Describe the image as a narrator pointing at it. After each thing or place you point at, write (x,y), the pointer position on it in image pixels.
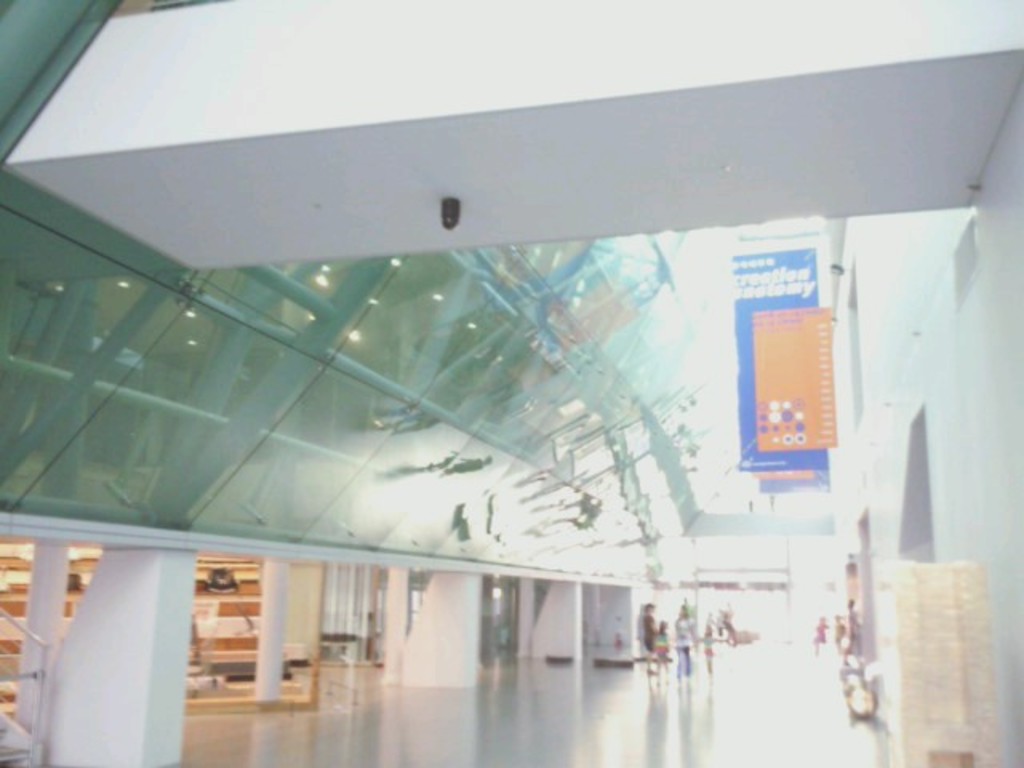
This picture shows the inner view of a building (236,378). There are some people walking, one glass wall (230,315), some objects (444,209) attached to the ceiling (525,152), some banners (818,343) with text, some objects (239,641) attached to the wall (865,242), some pillars (275,620) and some objects (854,673) on the floor (831,677).
